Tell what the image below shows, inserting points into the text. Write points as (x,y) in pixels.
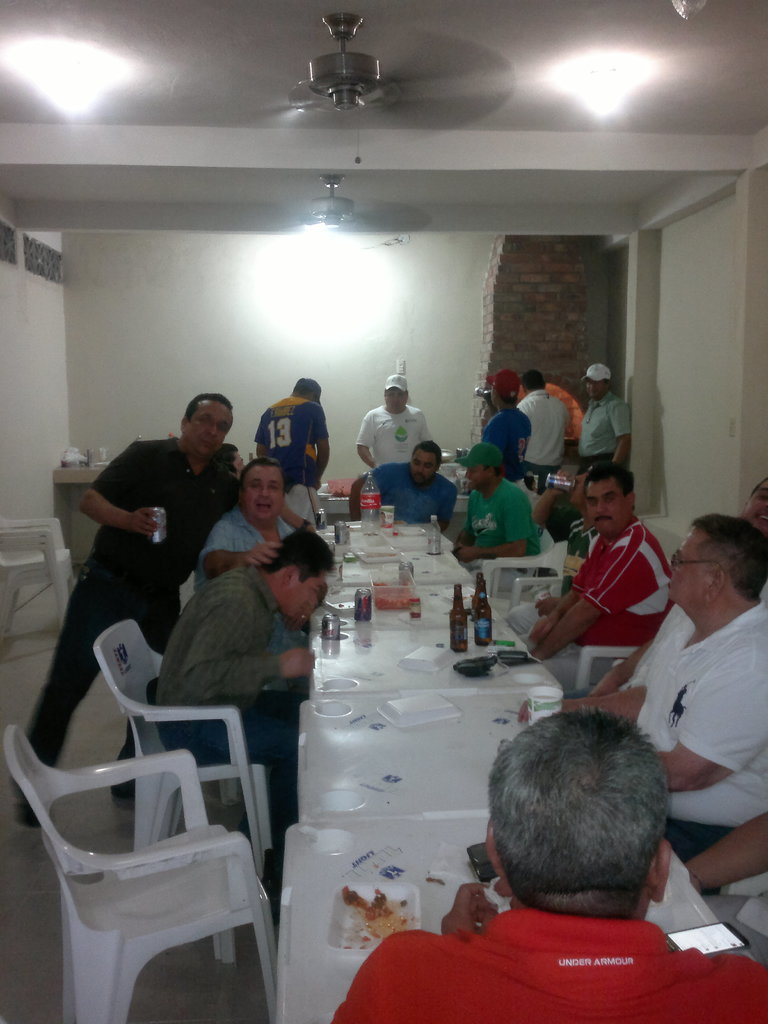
In the image we can see few persons (482,466) were standing and sitting around the table (437,729). On table (438,754) there is a bottle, glasses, can (408,569), plate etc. In the background (362,292) we can see wall (318,320).
